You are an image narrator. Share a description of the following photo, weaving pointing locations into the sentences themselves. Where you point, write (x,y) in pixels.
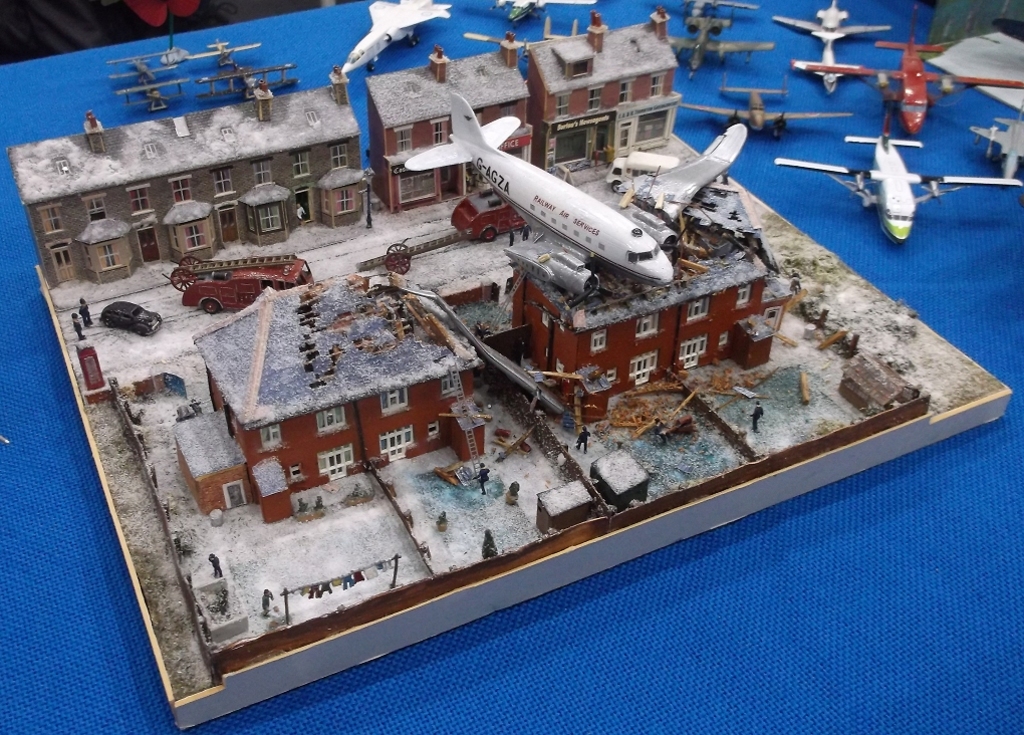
This image consists of a toy house (332,380). It looks like a miniature (439,366). On the right (787,87), we can see many planes (922,181) on the table (999,161). At the bottom (814,671), there is a cloth (875,688) in blue color.
